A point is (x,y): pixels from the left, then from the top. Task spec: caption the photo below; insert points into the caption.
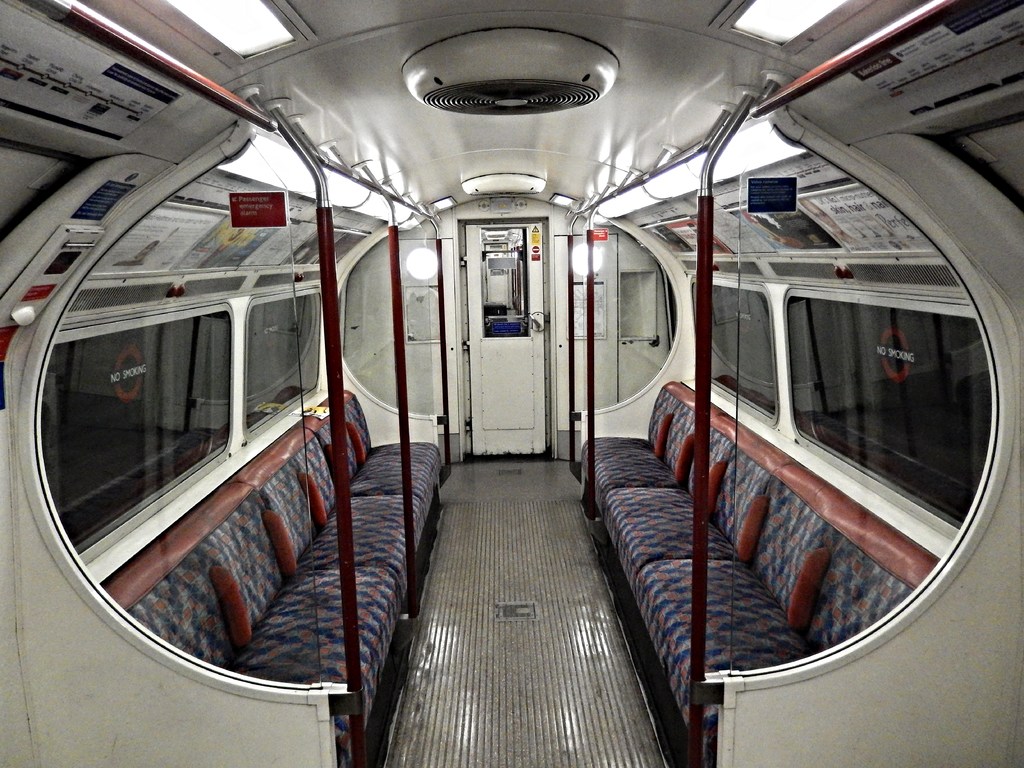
Picture inside of a vehicle (283,596). These are lights (261,155), poles (709,146), door (512,357) and glass windows (412,389). Here we can see couches (709,568).
